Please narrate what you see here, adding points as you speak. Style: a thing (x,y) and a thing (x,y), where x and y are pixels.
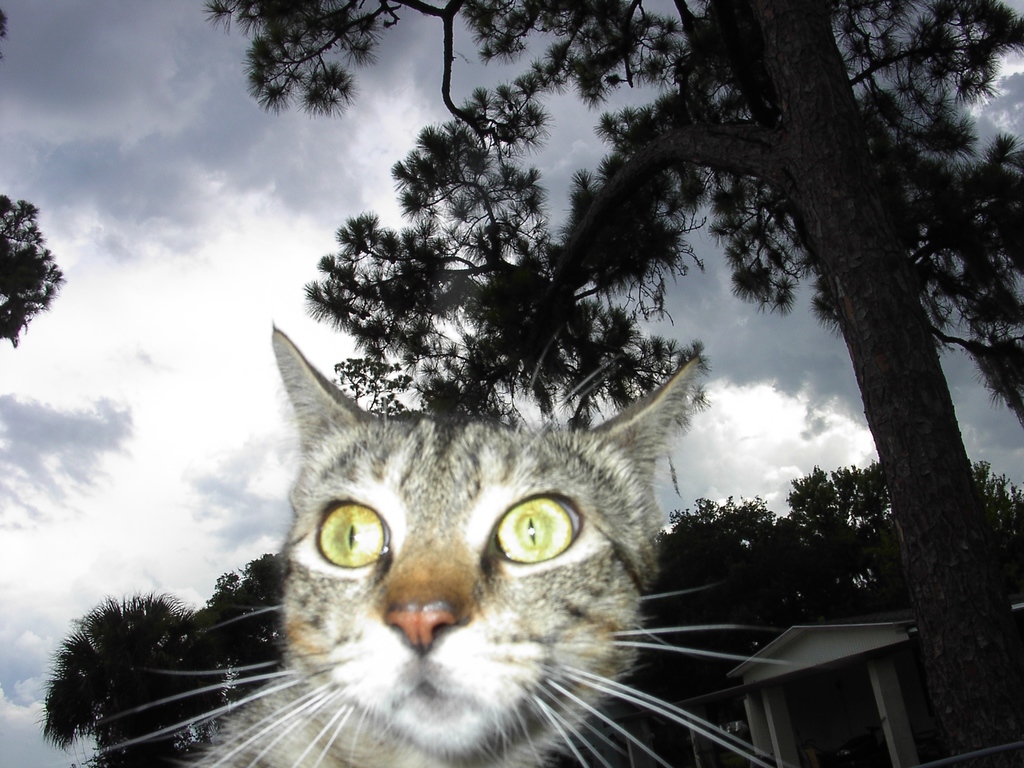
In this image I can see there is a cat (453,452). And at the back (764,510) there are trees (950,703) and building (807,657). And at the top (243,199) there is a sky (156,388).
